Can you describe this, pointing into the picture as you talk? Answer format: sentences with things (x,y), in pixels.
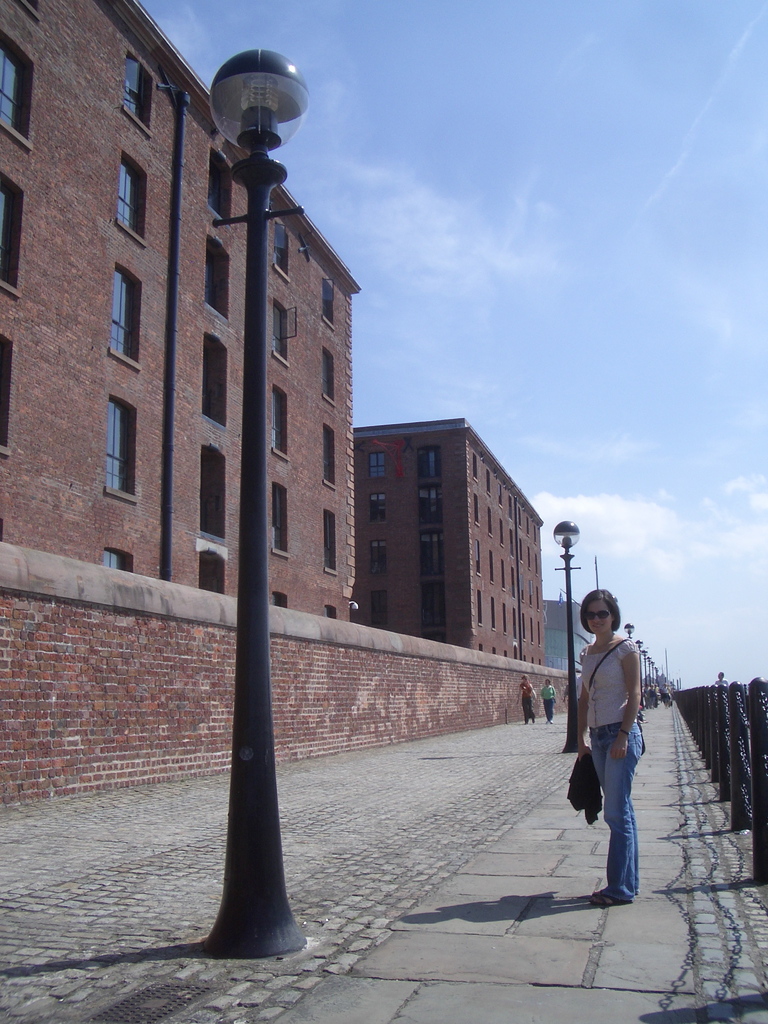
In this picture I can see buildings (352,552) and few pole lights (640,660) and a woman (593,621) standing and few people (522,688) walking on the sidewalk (482,784) and I can see a metal fence (703,712) and a blue cloudy sky (568,259).
